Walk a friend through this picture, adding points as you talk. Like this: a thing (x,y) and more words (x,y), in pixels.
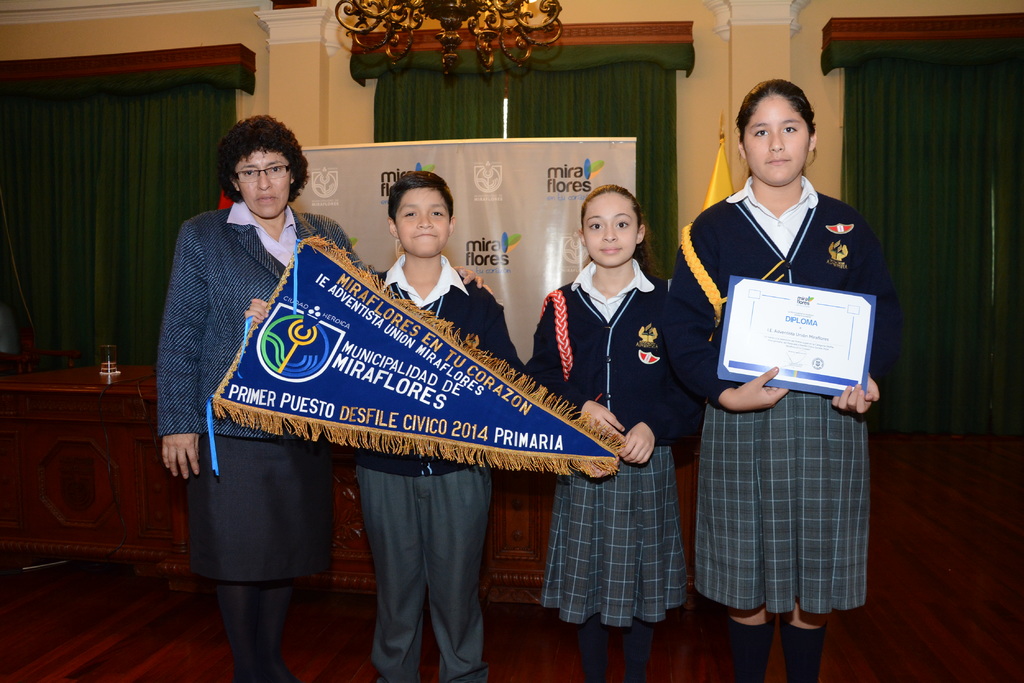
This is an inside view of a room (178,350). Here I can see four people (437,316) standing, holding certificate (769,350) and a banner (344,384) in their hands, smiling and giving pose for the picture. At the back of these people (236,525) there is a table (89,459) and there is a banner (527,219) on which I can see some text (564,177). In the background (596,104) and there are few curtains (608,99) to the wall (718,88). At the top of the image (443,33) there is a chandelier (493,22). At the bottom (92,640), I can see the floor (126,636).
